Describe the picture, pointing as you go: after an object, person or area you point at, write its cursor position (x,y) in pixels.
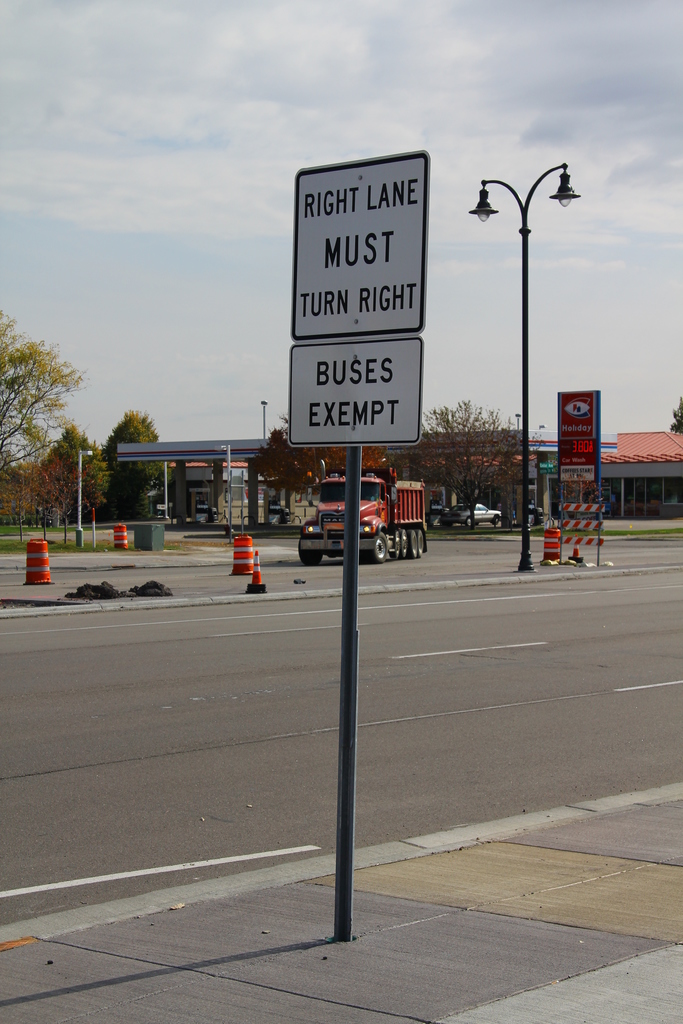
We can see boards (368,363) and lights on poles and we can see traffic cones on the road (287,560) and vehicle (372,492). In the background (511,487) we can see shed (210,443), house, trees (105,507), lights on poles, car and sky (626,393).
